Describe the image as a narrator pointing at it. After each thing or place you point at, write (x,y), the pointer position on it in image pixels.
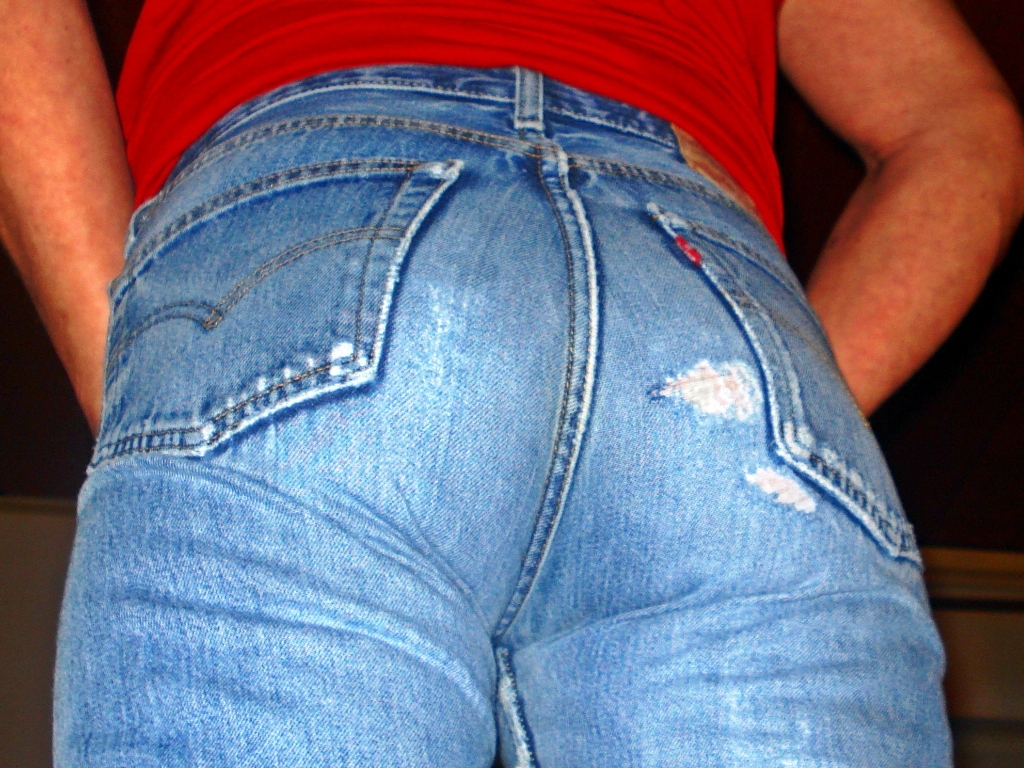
In this picture I can see a human (533,363) and I can see dark background (1023,425).
